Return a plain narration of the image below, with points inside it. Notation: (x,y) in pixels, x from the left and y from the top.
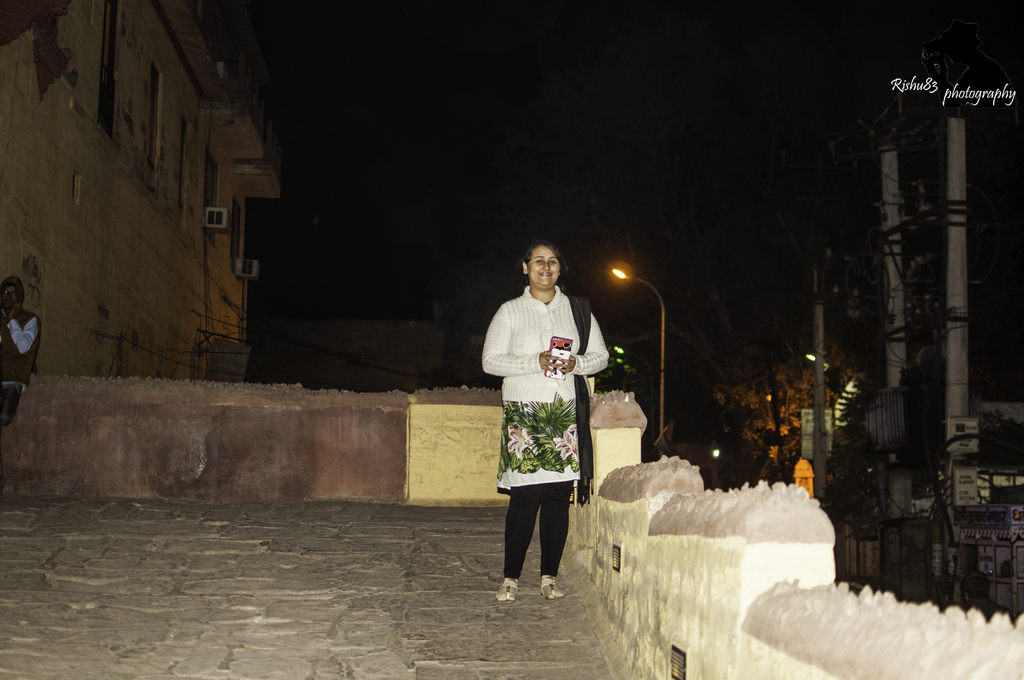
In this image we can see one building (139,343), some objects (224,350) attached to the building (153,121), some objects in the background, one light (621,274) with pole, some wires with two pillars (963,362), few objects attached to the pillars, some trees (622,347) in the background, some objects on the ground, one object (982,522) looks like a vehicle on the right side of the image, some lights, two objects (616,548) attached to the wall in the middle of the image (625,422), one man (3,379) standing on the left side of the image (16,352), one woman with a smiling face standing and holding objects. The background (363,359) is dark.
